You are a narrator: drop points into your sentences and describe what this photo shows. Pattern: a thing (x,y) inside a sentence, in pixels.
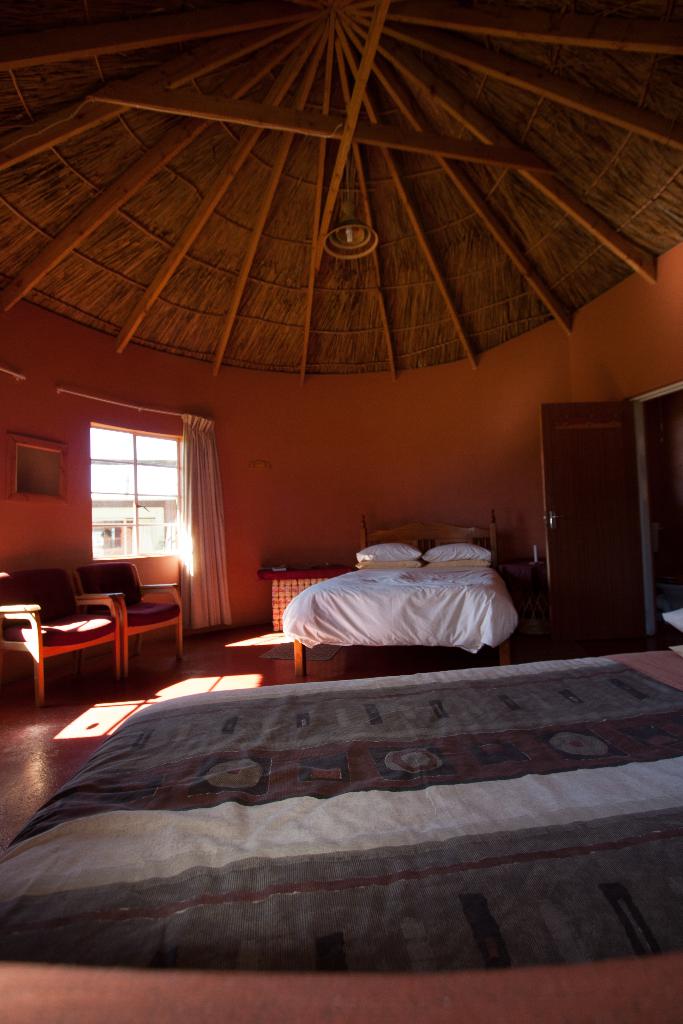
This image is taken from inside. In this image there are two beds (416,805) with pillows (396,547), on the left side of the image (99,633) there are chairs (101,610), beside the bed (364,576) there is a table (284,583) and there is a curtain (193,453) of a window (162,472). On the other side of the image there is an open door (591,450). At the top of the image (353,129) there is a dome (278,190) with wooden sticks (359,84) and dry grass (550,128). In the background (438,417) there is a wall (346,463).
